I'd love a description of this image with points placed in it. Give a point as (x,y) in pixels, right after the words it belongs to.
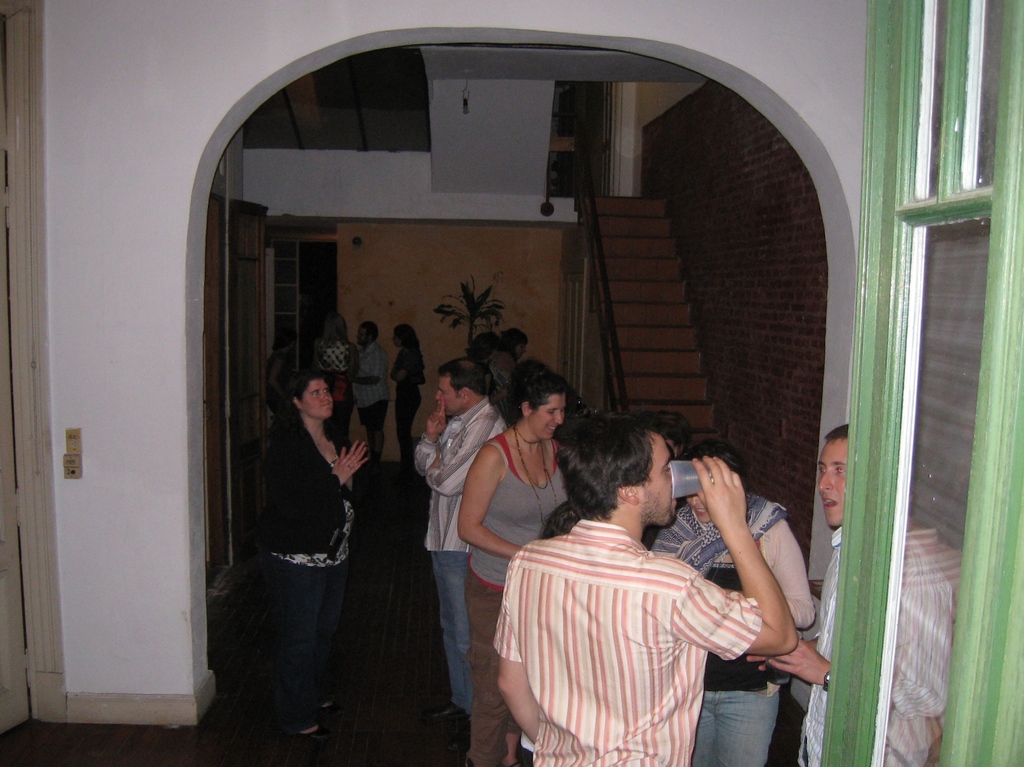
In this picture we can see there are groups of people (460,698). A man (512,573) is holding a glass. On the left (6,599) and right side of the image (959,365), those are looking like doors (864,576). Behind the people (436,436), there is a houseplant (448,307), staircase (632,311) and walls (505,249).
